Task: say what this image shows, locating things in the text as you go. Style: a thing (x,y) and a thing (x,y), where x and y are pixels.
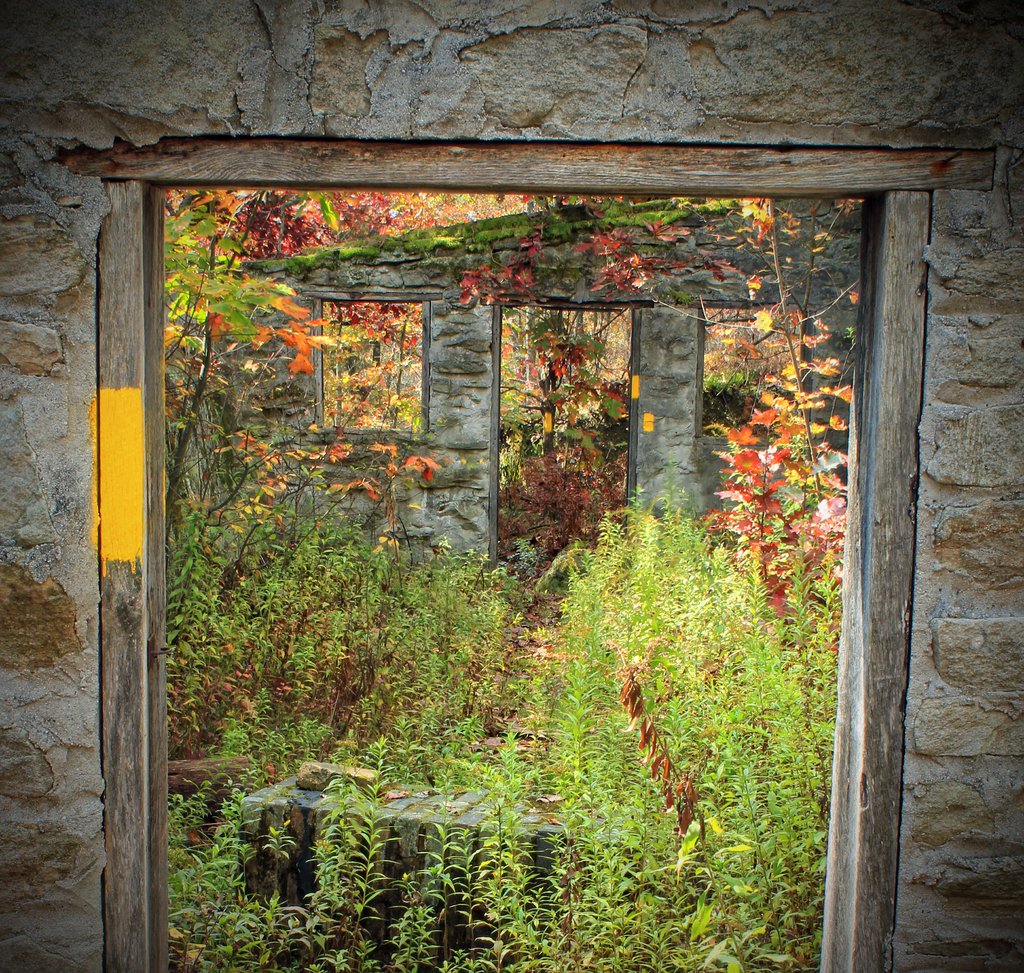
In this picture we can see door frame (313,183) and stonewall (80,208). On the back (733,327) we can see a window (401,331) and door (495,480) on the wall (692,501). Here we can see plants (723,551) and grass (417,559). On the left (194,215) background (199,200) we can see trees (194,215).
